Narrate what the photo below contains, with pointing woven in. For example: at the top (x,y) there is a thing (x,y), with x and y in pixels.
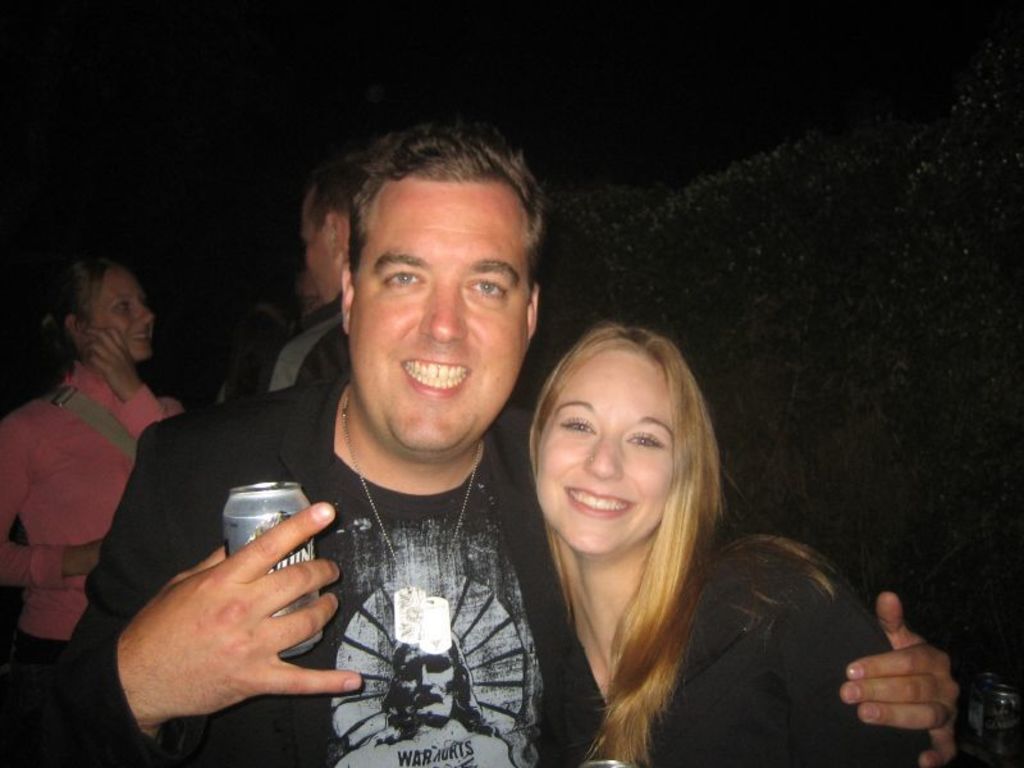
This image consists of some persons (483,418). In the front (475,485) there are two persons (429,555). One is man (542,562), another one is woman (683,649). They are wearing black dress (191,502). Man (384,593) is holding a tin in his hand (243,603).
